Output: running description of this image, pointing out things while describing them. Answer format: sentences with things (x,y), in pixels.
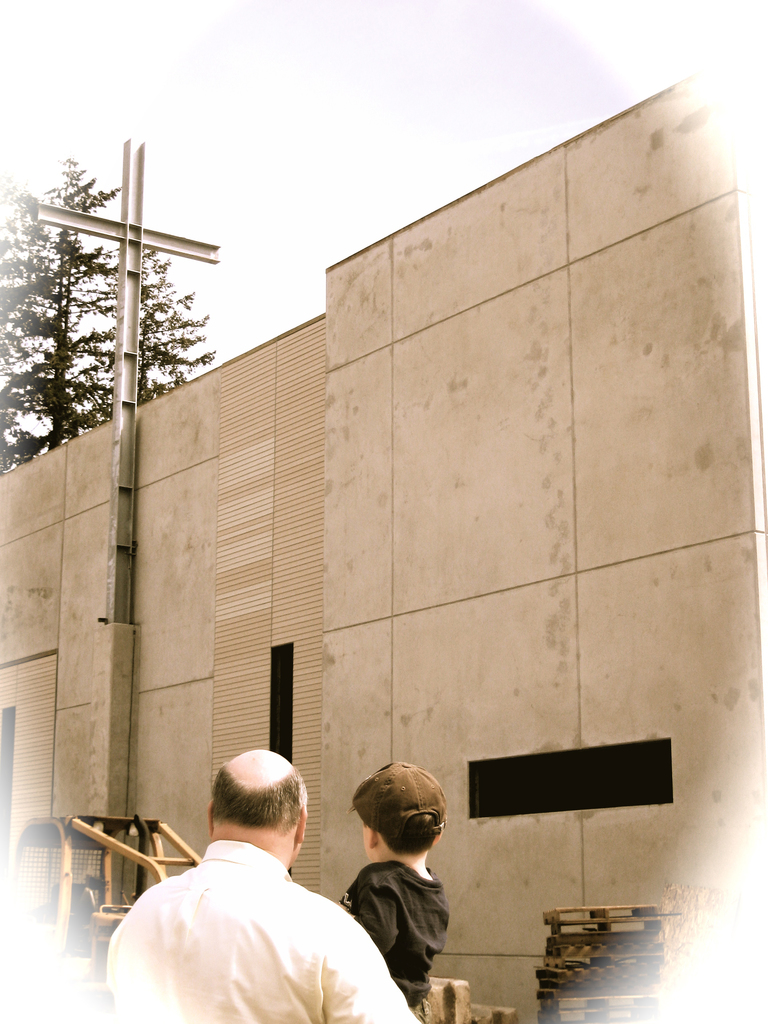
In this image I can see a man (294,824) and a boy (363,882). I can see he is wearing white colour dress (267,934) and he is wearing black. In the background (36,496) I can see a wall (292,558), few things (615,997) and a tree (185,335).
